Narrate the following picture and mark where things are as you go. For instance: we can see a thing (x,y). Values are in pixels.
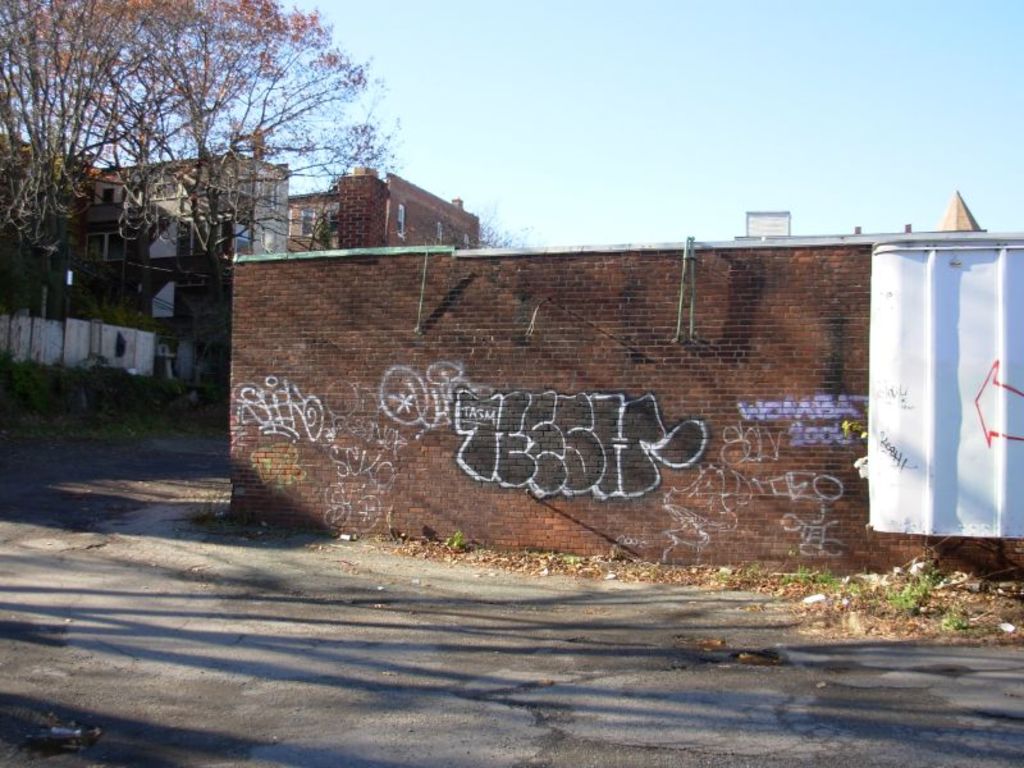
In this image, we can see trees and buildings (650,452) and at the bottom (472,683), there is road (479,683).
